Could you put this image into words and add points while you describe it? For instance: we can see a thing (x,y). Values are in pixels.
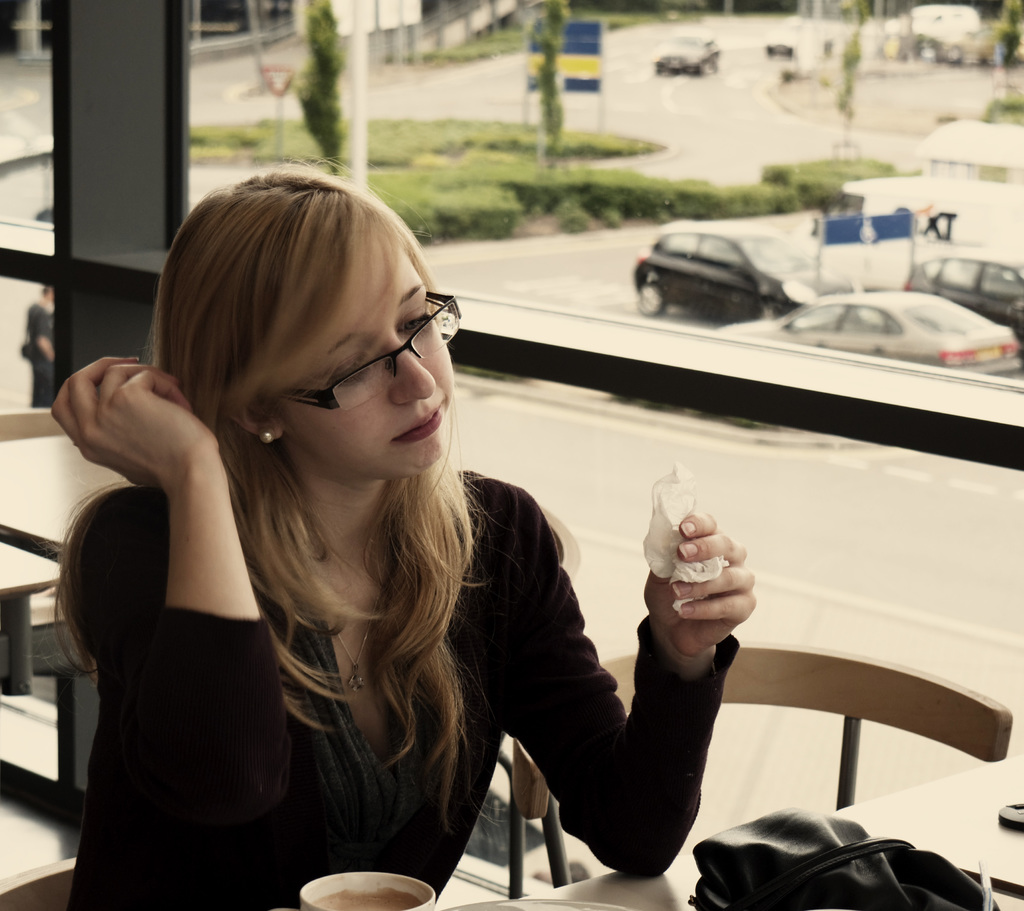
In the image we can see there is a woman (253,560) who is sitting on chair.
